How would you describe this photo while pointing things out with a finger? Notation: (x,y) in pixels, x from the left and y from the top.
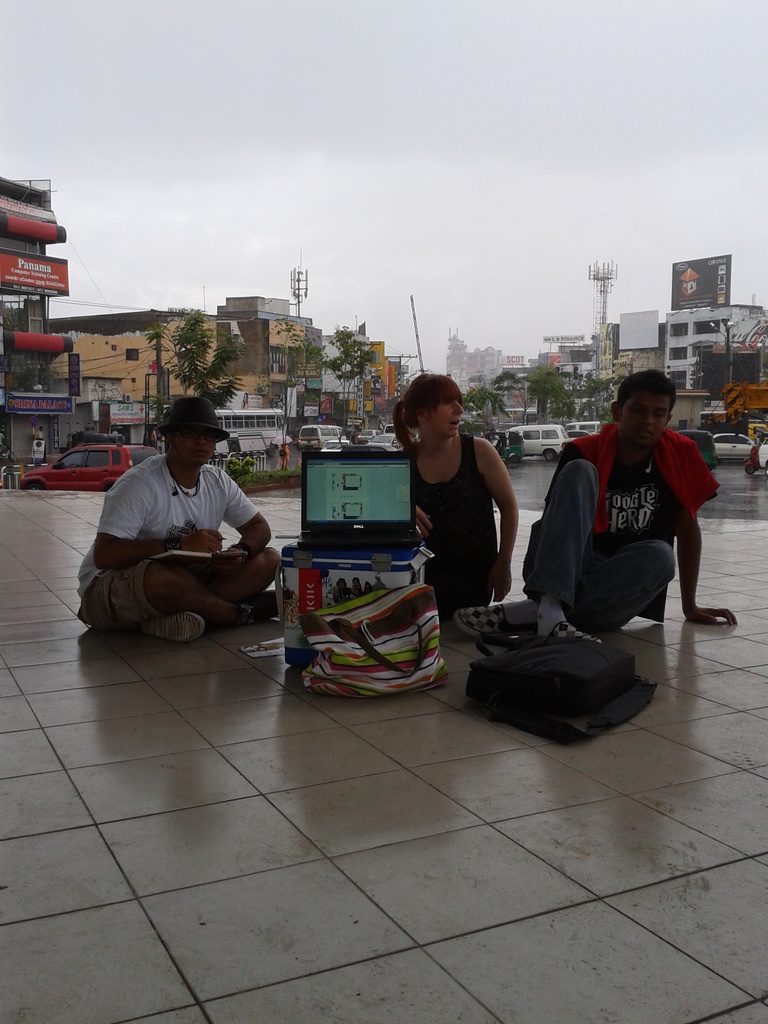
In this image, there are a few people (473,442), buildings (14,414), trees (228,382), vehicles (244,422), towers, boards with text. We can see the ground (733,534) with some objects (420,577). We can also see a screen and the sky (736,281).
